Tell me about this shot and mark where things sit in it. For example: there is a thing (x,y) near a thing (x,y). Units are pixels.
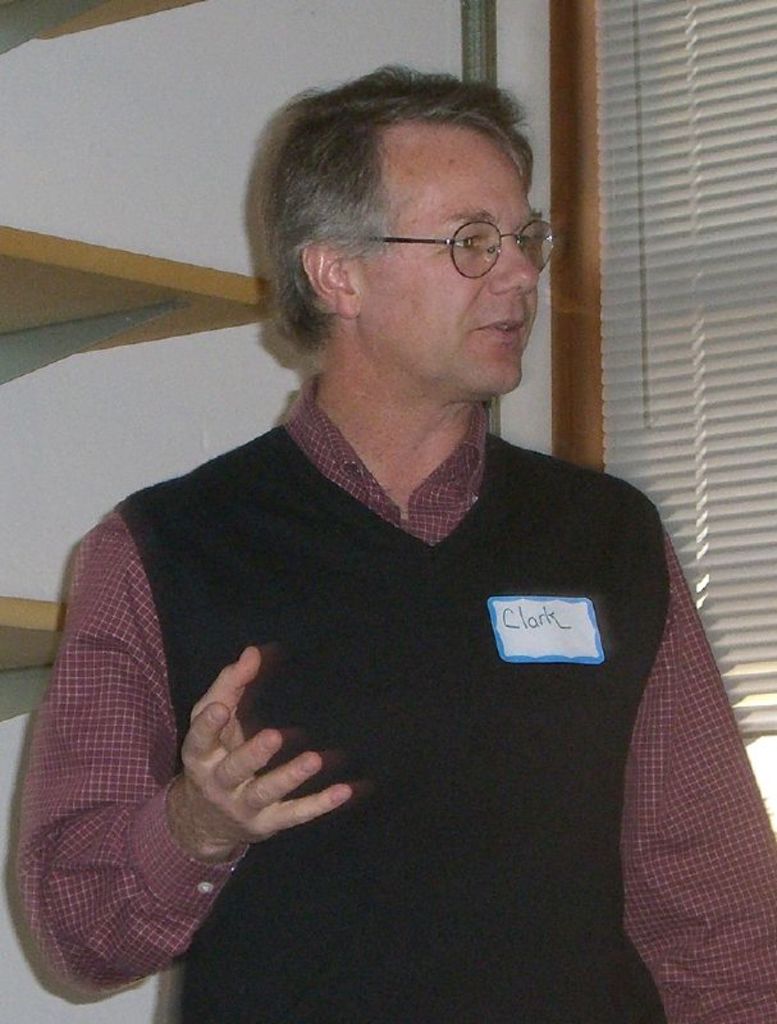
In this picture, we see the man (410,562) in the maroon shirt (152,787) and black sweater (390,695) is standing. He is wearing the spectacles (460,270). I think he is trying to talk something. On the left side (0,292), we see a rack (14,608) or shelves (9,617). On the right side (733,100), we see the window blind (706,354). In the background (124,100), we see a white wall (201,167).
